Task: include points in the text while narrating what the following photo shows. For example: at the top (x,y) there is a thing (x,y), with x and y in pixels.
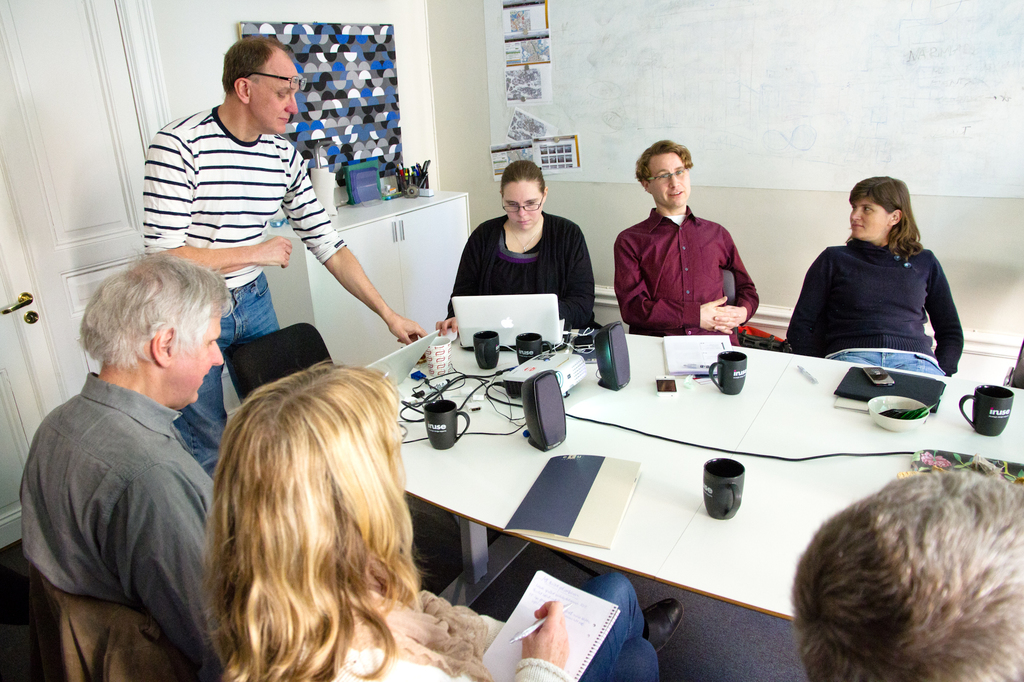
In this image I can see few persons (675,268) sitting on chairs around the white colored table (728,424). On the table (782,495) I can see few black colored cups (711,461), few laptops (534,312), few wires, two speakers (626,351), few files (861,391) and few other objects (880,403). In the background (260,315) I can see a person (236,316) standing, the wall (465,71), a white colored board (556,72) to the wall (451,84), a cabinet (401,222) with few objects (397,184) on it and the white colored door (65,219).
